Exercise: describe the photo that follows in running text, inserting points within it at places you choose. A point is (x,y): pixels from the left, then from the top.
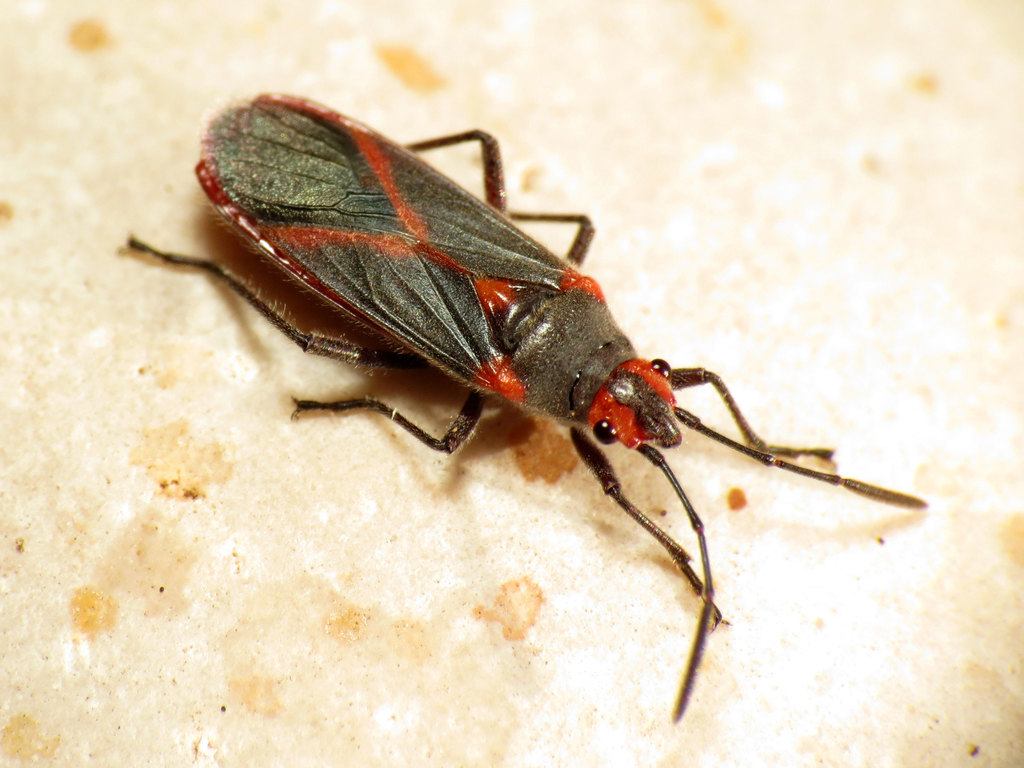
In this image we can see an insect (523,296) on the surface (703,506).
